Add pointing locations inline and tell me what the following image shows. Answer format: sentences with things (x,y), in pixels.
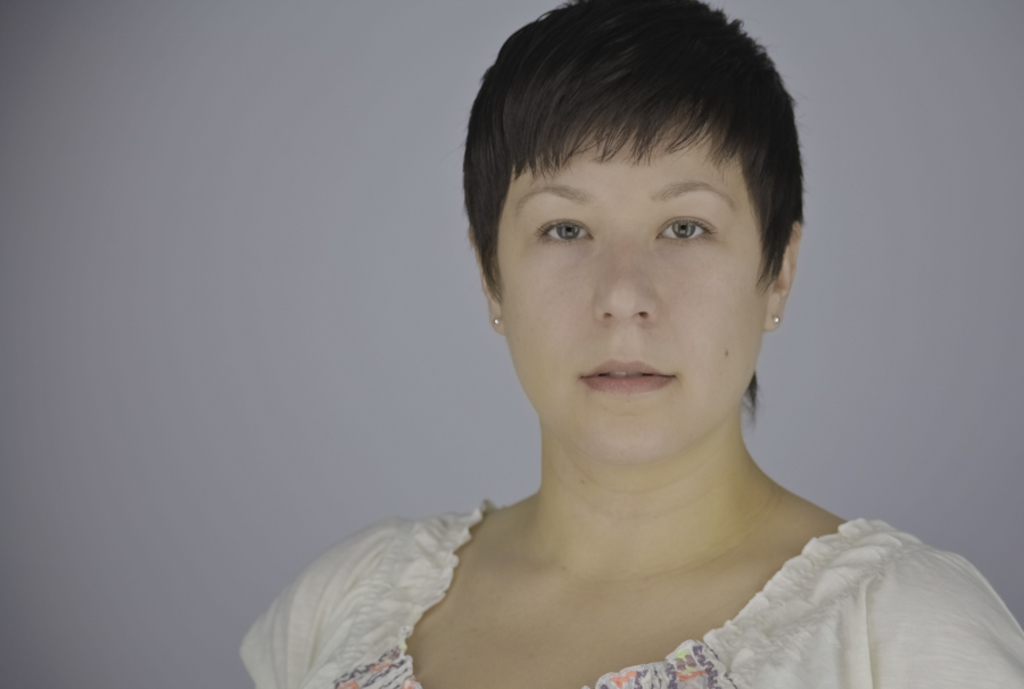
In this image, we can see a woman (708,601) wearing a white color dress (834,658). In the background (364,301), we can see a gray color.
